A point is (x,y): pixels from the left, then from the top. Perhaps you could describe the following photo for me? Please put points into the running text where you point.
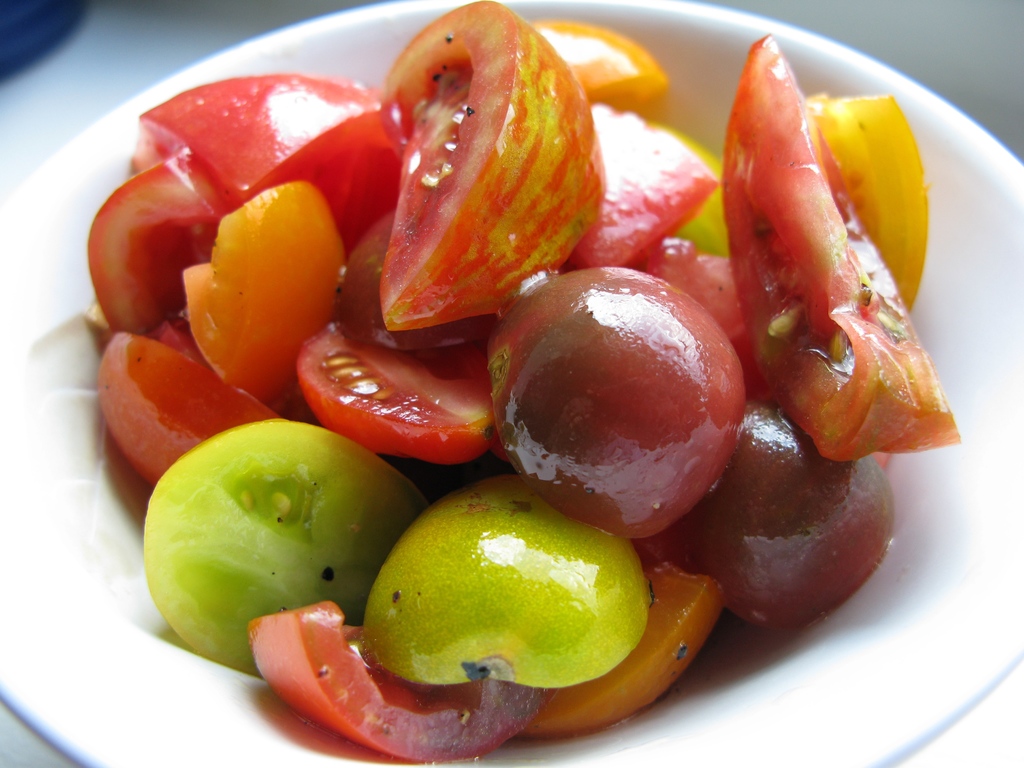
In this image I can see few vegetables (351,543) in a bowl (777,732).
